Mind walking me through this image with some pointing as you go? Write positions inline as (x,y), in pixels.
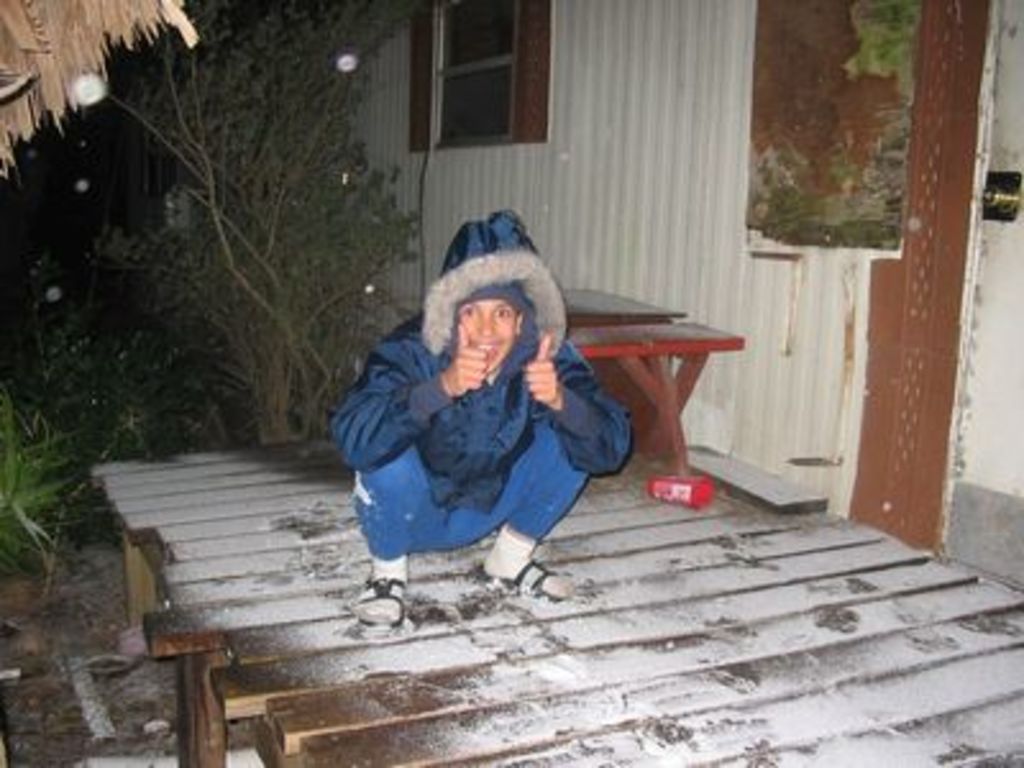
In this image we can see a person (382,445) on the wooden platform (148,540), also we can see a table (593,345) and a building (713,211), there are some plants (149,231), lights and trees (154,322).
